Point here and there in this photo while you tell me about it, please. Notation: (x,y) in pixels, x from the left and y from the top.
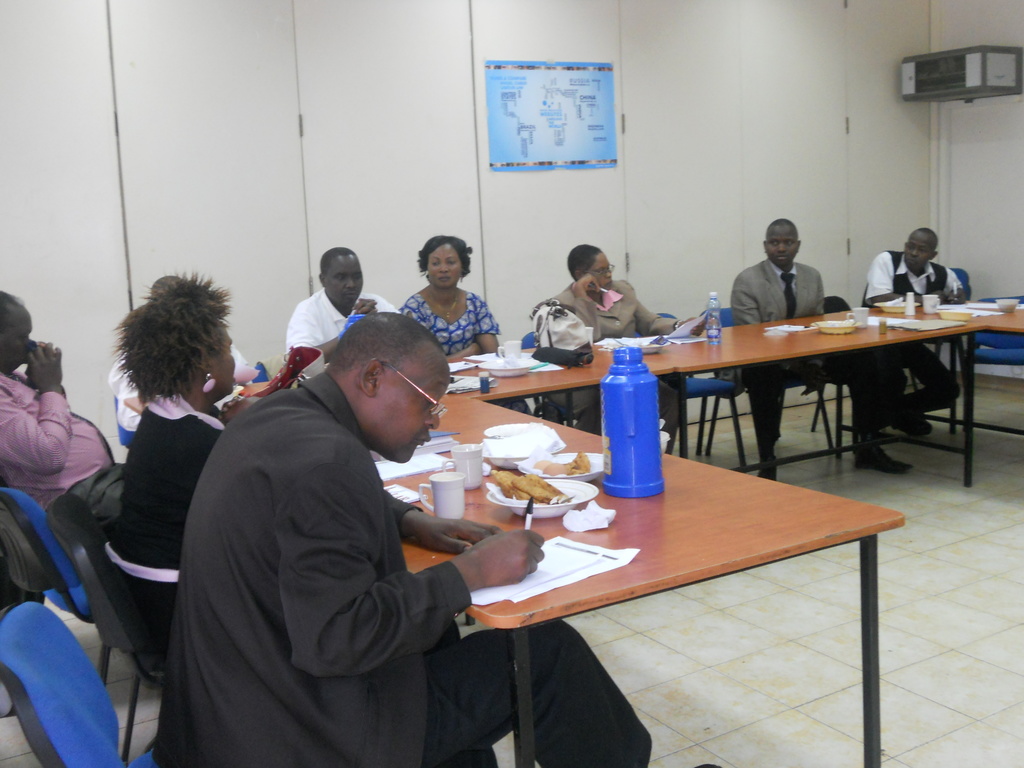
A group of people (774,249) are sitting on the chair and in the left (220,487) a man (453,688) is writing on the paper (600,546).
